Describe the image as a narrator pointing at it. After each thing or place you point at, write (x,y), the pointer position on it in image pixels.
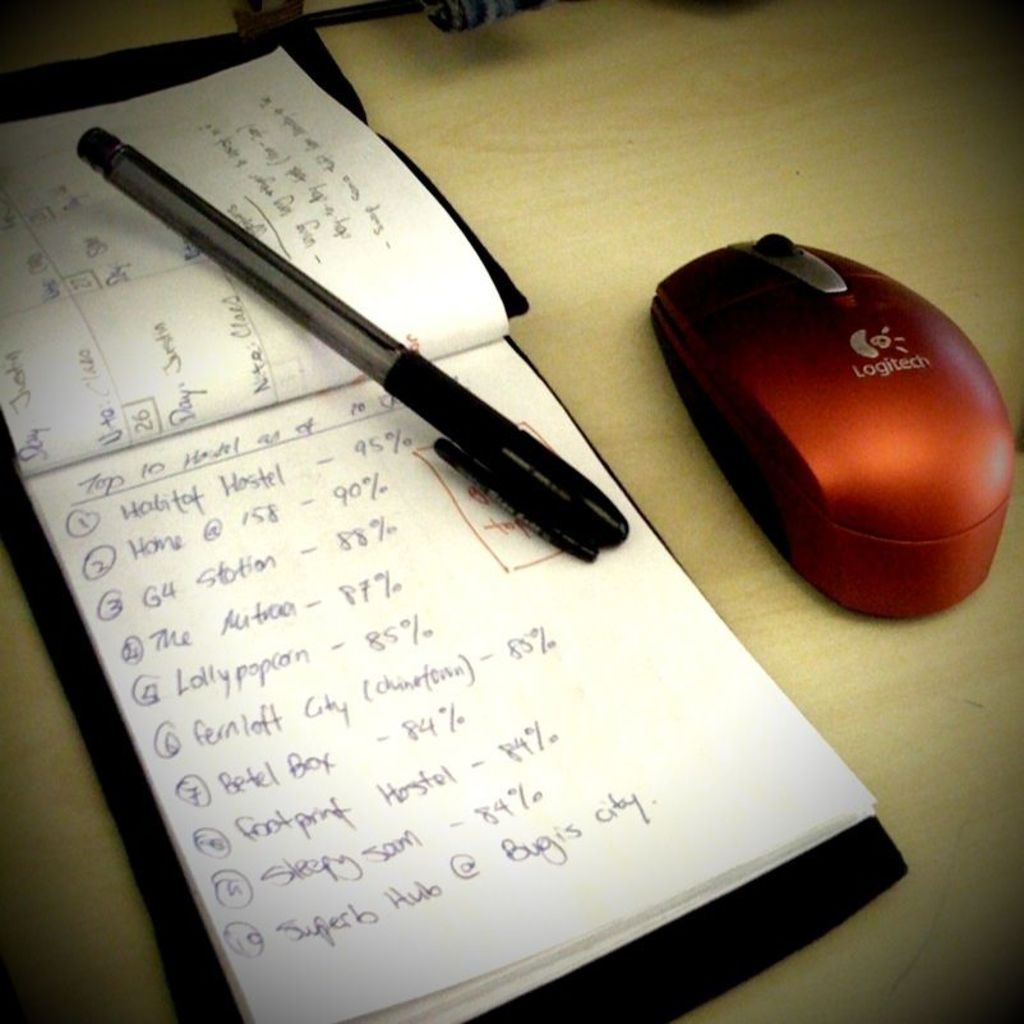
In this image I can see a book (394,559), pen (508,478) and mouse (810,427) on the table (887,680). The mouse (879,426) is in red color and the table (547,170) is in brown color.
